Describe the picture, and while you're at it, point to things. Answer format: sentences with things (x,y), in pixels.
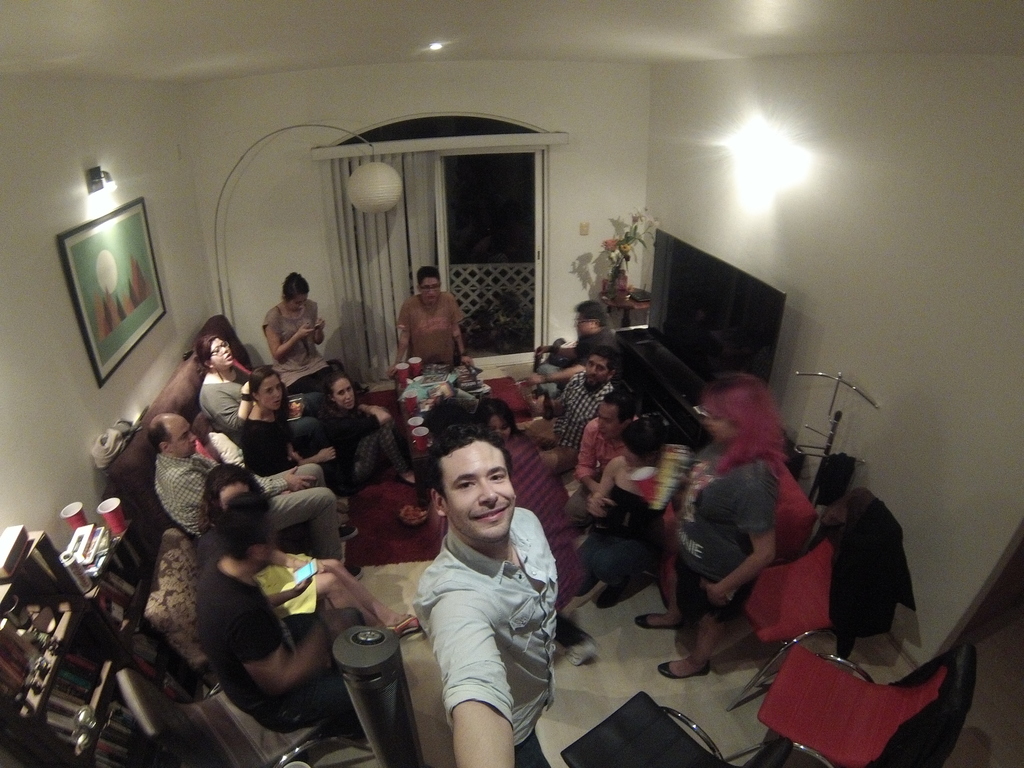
On the right side of the image (694,322) we can see persons (611,385), television (676,317), flower vase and chair (808,618). On the left side of the image (248,518) we can see sofa set (144,498), persons (230,429), glasses (118,519) and photo frame (83,320). In the center of the image (478,504) we can see table (419,379), glasses (416,404) and persons (480,535) standing. In the background (494,171) we can see wall (3,328), door (514,182), curtain (428,225) and railing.
